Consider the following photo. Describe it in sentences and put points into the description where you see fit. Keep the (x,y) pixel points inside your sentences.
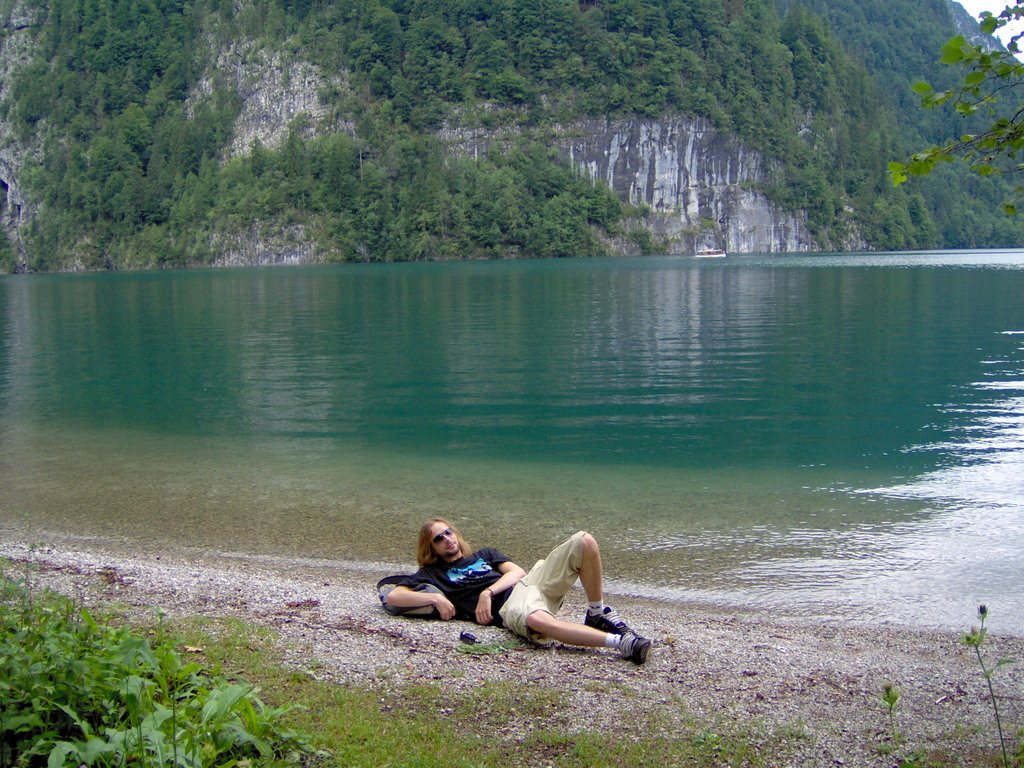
A man (540,610) is lying wearing goggles (435,540), a black t shirt (470,591) and shorts (516,616). There are plants (163,637) at the front (91,644). There is water (145,441), trees (176,116) and mountains (691,161) at the back (418,160).
